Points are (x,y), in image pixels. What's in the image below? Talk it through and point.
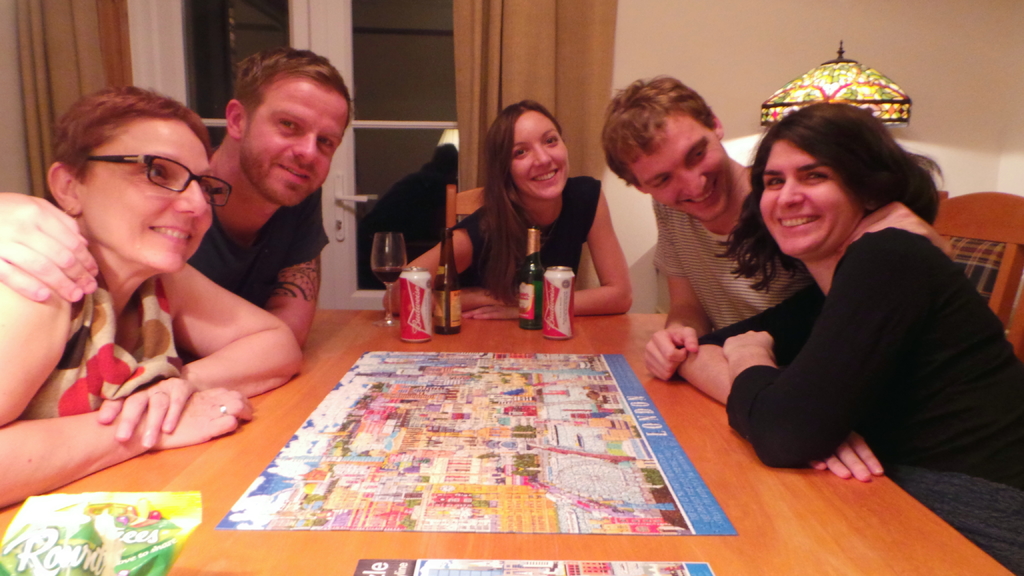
This picture is taken inside of a room (733,406) where five people (735,412) are sitting on chairs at a table (740,466). On the table (727,466) there is a poster (619,467) sticked to it. There are two beer bottles (527,308), two drink can (546,307) and wine glass (375,272) with wine (391,282) in it. The woman (509,206) sitting in the middle (492,215) wore a black dress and she is smiling. The woman (222,313) to the left corner (78,367) and she wore spectacles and she is looking somewhere. The man (239,274) beside her wore a black T-shirt (248,263) and also have a tattoo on his left hand (293,281) and he's holding her. The woman (889,263) on the right corner (889,263) is smiling. The man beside her is staring at her and smiling. In the background (622,84) there is a wall (627,67), curtain (533,59), a window (440,58) and a lamp (786,110).
